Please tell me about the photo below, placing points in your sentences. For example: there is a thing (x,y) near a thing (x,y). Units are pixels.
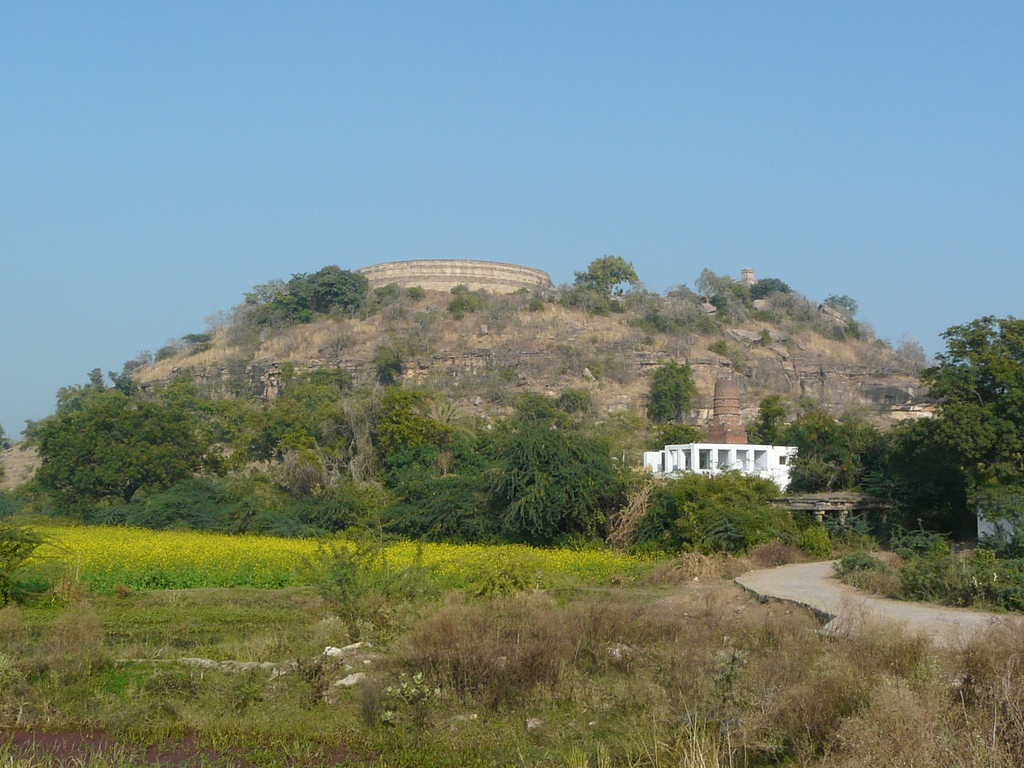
In this image we can see a fort (417,273) on the mountains (485,404) and there is a white color building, there are some trees (582,501), plants (713,544) and grass (286,601), in the background (480,227) we can see the sky (468,188).
